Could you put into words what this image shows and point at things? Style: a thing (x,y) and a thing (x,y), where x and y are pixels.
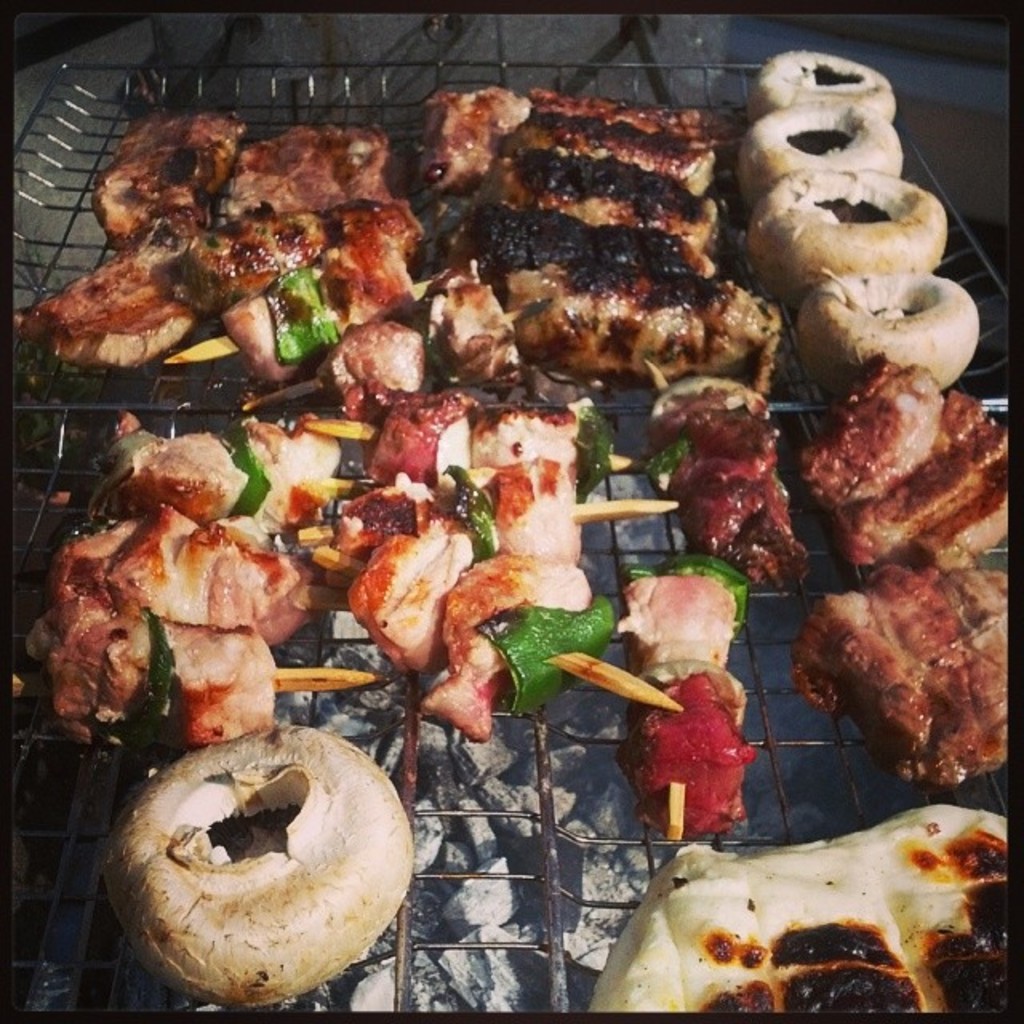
In this image, we can see food (512,115) on the grill (546,952) and we can see some charcoal (499,903).
